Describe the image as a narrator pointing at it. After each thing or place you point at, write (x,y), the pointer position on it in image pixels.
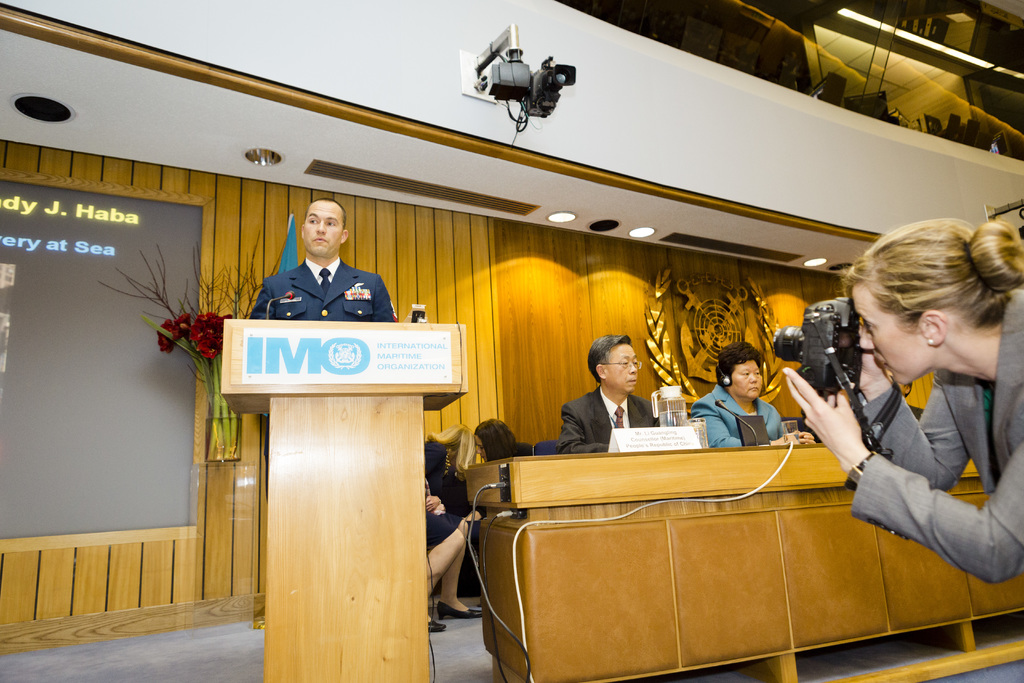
In this picture there is a man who is standing on the left side of the image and there is a desk (391,454) in front of him, there is a projector screen (173,384) on the left side of the image (98,392), there are people (641,420) on the right side of the image (699,404) and there is a desk (590,458) in front of them and there is a lady (1013,252) on the right side of the image (875,280), she is taking a photo.
